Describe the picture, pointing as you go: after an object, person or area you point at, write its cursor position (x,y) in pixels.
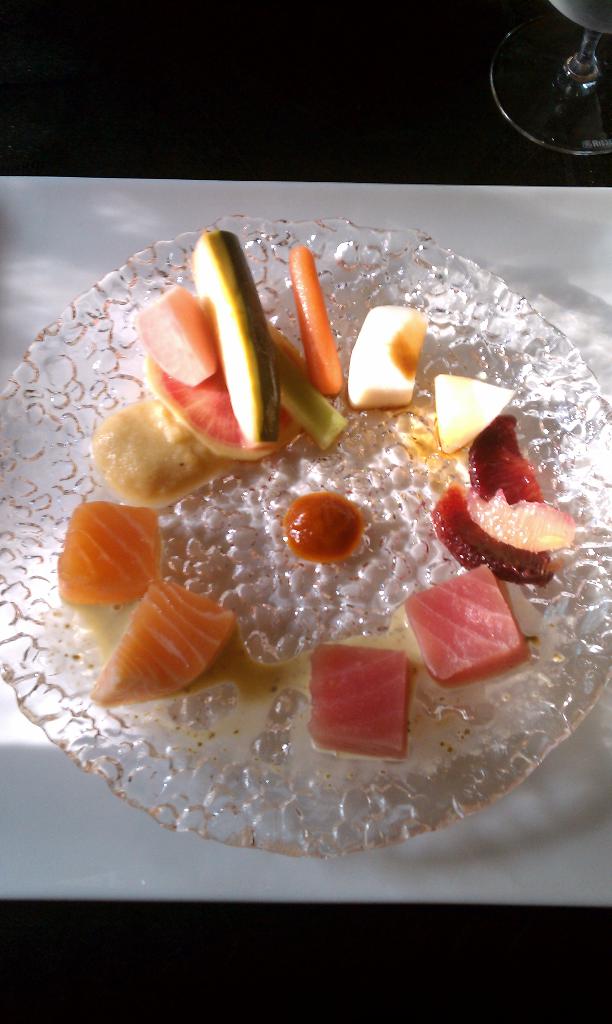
In this image we can see pieces of fish (140,561) and vegetables (410,379) are kept in a glass plate (115,743) which is on the white surface (512,234). We can see a glass (566,62) in the top right of the image (494,74).
